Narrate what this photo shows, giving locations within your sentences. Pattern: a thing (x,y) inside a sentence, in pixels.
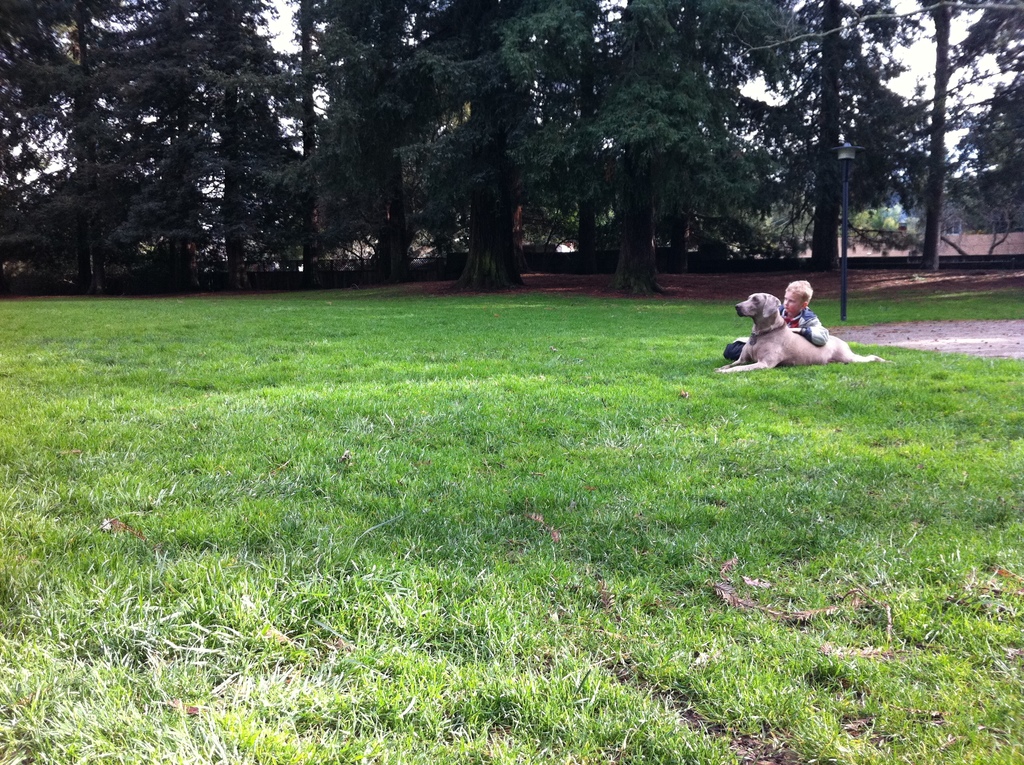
In this picture we can see one dog (779,360) and boy (790,312) laying on the grass (743,402), back side there are some trees (126,233).
